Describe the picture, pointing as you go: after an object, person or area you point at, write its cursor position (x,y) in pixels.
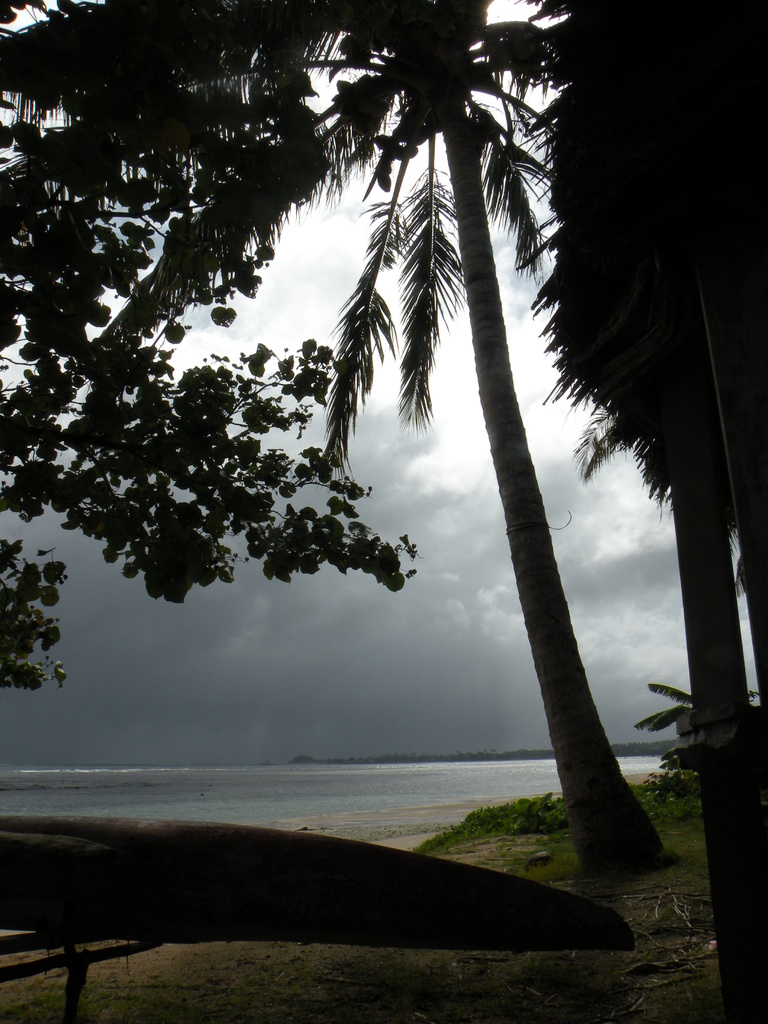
In this picture there are some coconut trees (368,116) on the seaside (640,871), which is seen in front of the image. Behind there is a sea water (294,815).
